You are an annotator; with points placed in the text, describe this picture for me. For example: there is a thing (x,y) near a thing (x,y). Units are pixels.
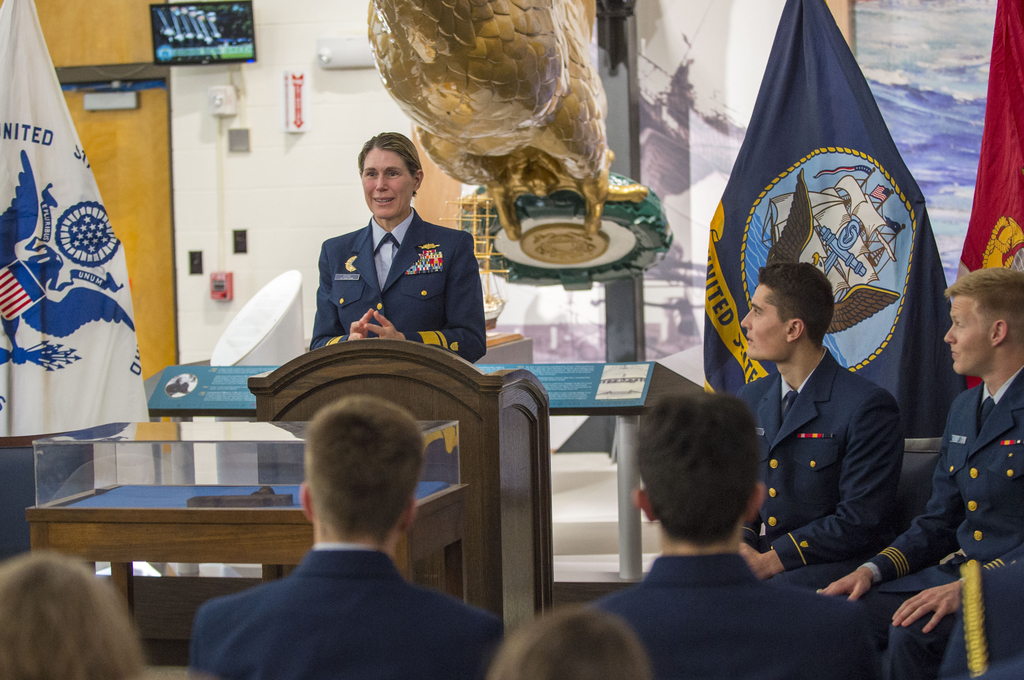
In this image we can see there are many people (960,306) at the back (23,404) we can see some flags (70,417), at the top (188,19) we can see a TV (236,49) on the wall (253,67).
